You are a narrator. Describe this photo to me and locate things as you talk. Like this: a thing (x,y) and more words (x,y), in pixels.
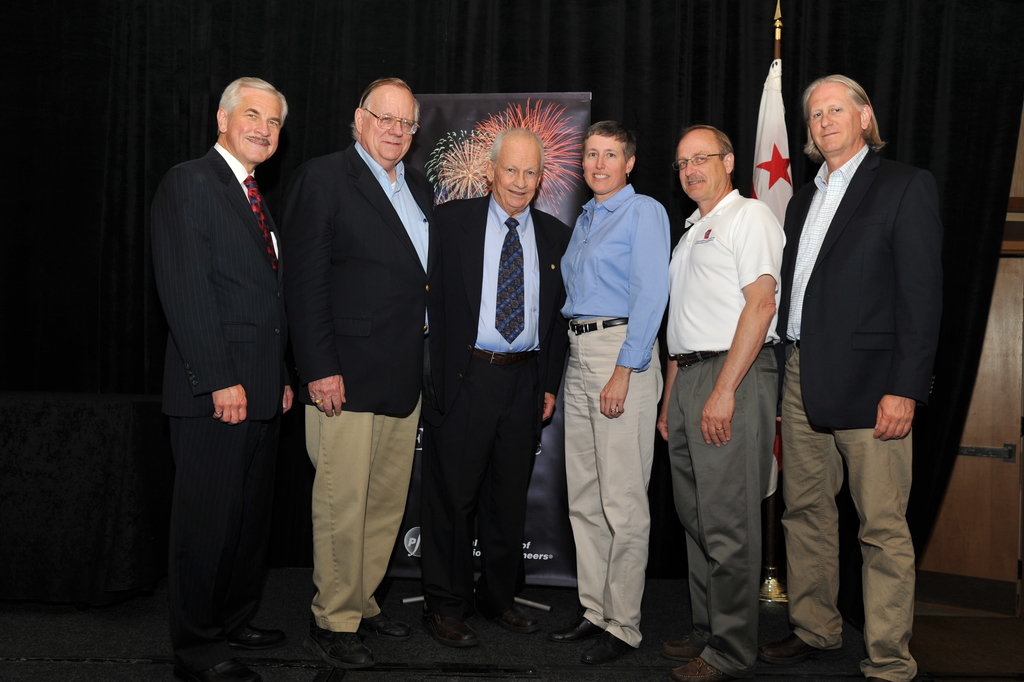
In this picture we can see a woman (617,390) and five men (478,226) standing on the floor (155,604) and smiling and at the back of them we can see a banner (477,139), flag (774,127) and curtains (896,149).
